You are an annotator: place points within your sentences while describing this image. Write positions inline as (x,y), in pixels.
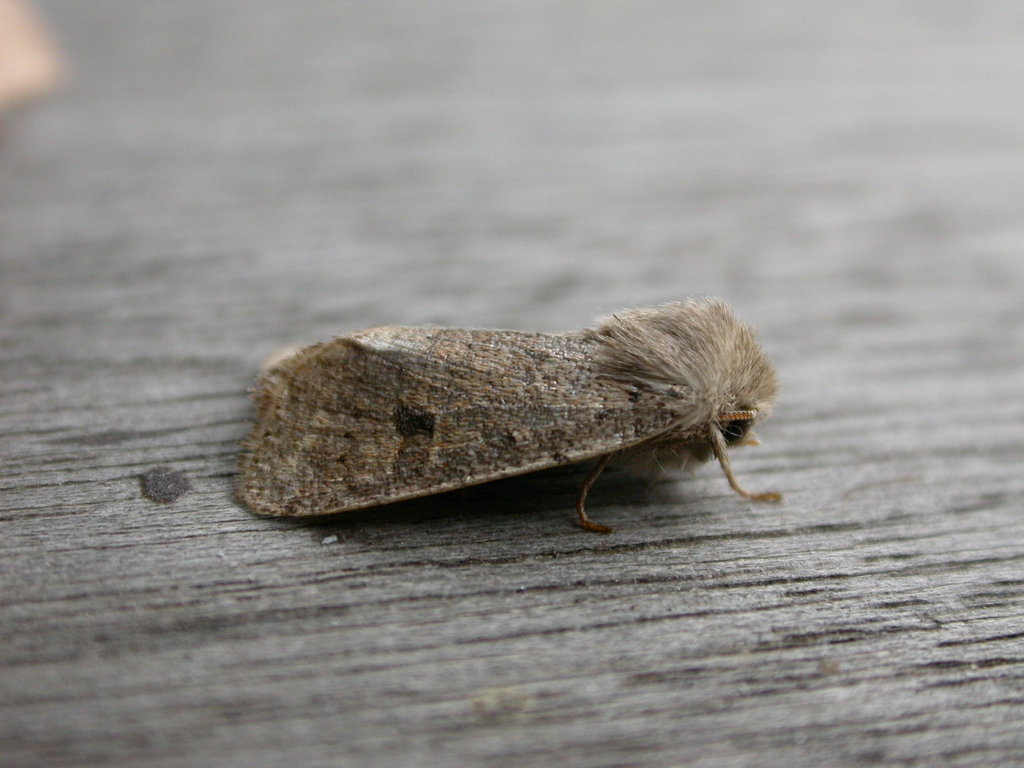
In this image we can see a moth (495,350) on a wooden surface (190,349). In the background (498,83) it is blur.
